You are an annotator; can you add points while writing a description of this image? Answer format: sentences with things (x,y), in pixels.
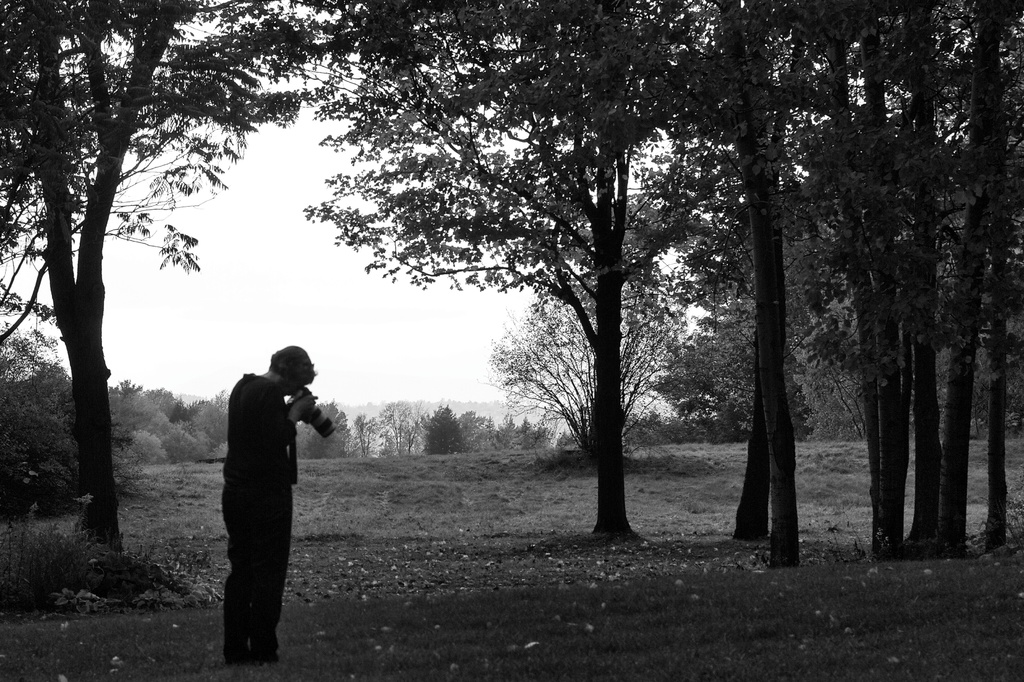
In this picture I can see a person (276,354) standing and holding a camera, there are trees (551,209), and in the background (318,279) there is the sky (337,269).
